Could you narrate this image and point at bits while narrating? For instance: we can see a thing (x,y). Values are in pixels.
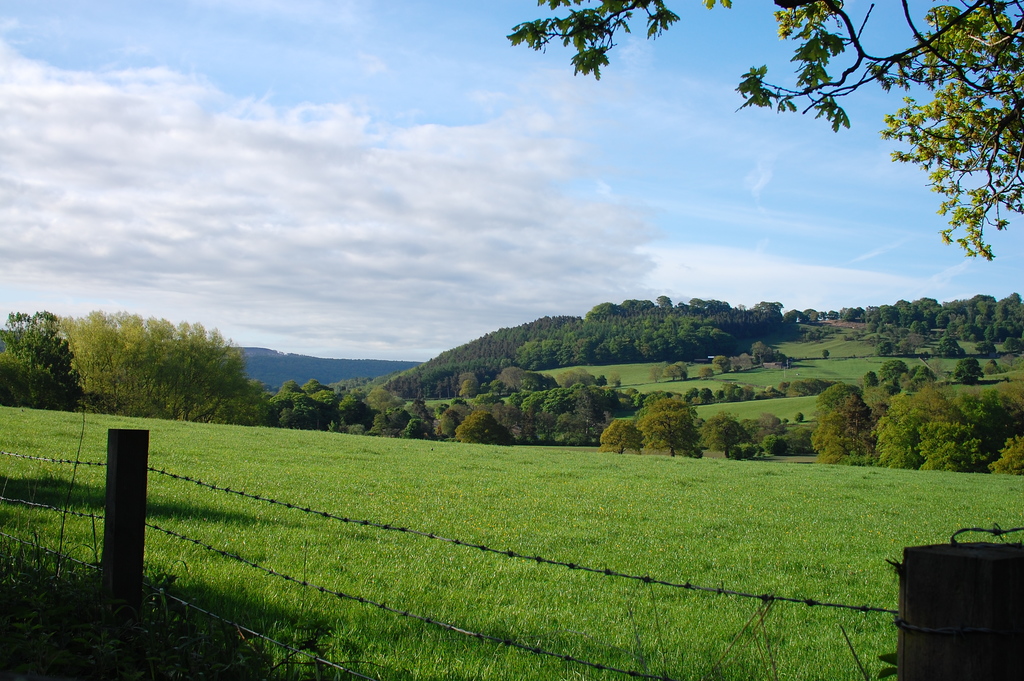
In this image I see the fencing (619,648) in front (929,667) and I see the green grass (624,461) and I see number of trees (482,364). In the background (644,128) I see the cloudy sky (409,143).
